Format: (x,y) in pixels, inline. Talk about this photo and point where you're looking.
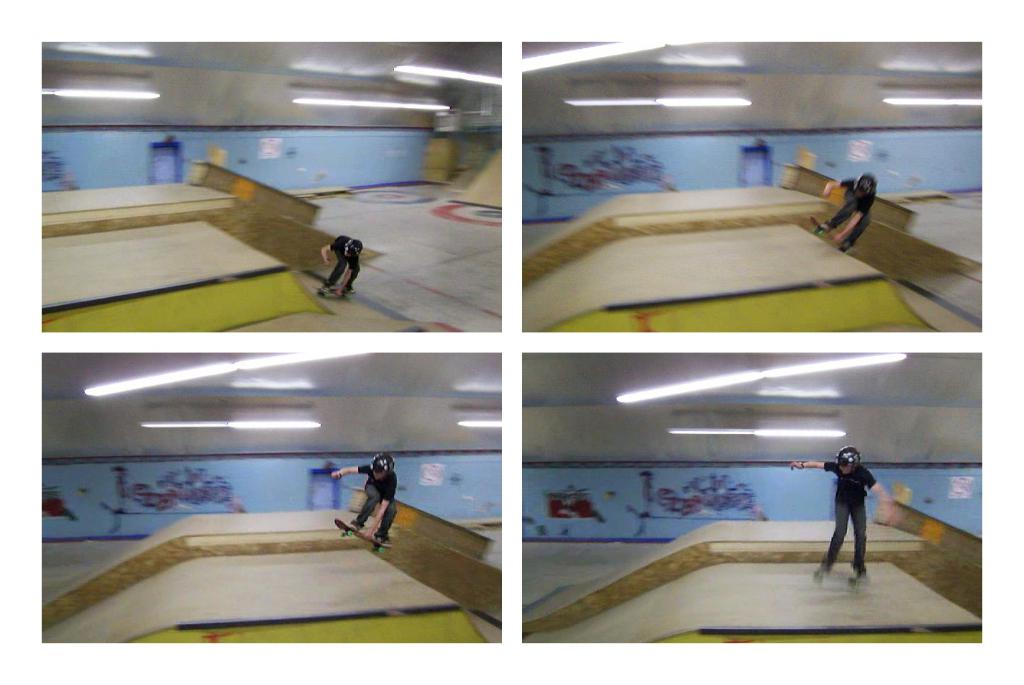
This is a picture of a collage. In the images there is a boy (869,196) skating in a skate park (416,196). At the top (656,99) there are lights (270,358). In the background (533,145) there is a wall (225,465) painted.
